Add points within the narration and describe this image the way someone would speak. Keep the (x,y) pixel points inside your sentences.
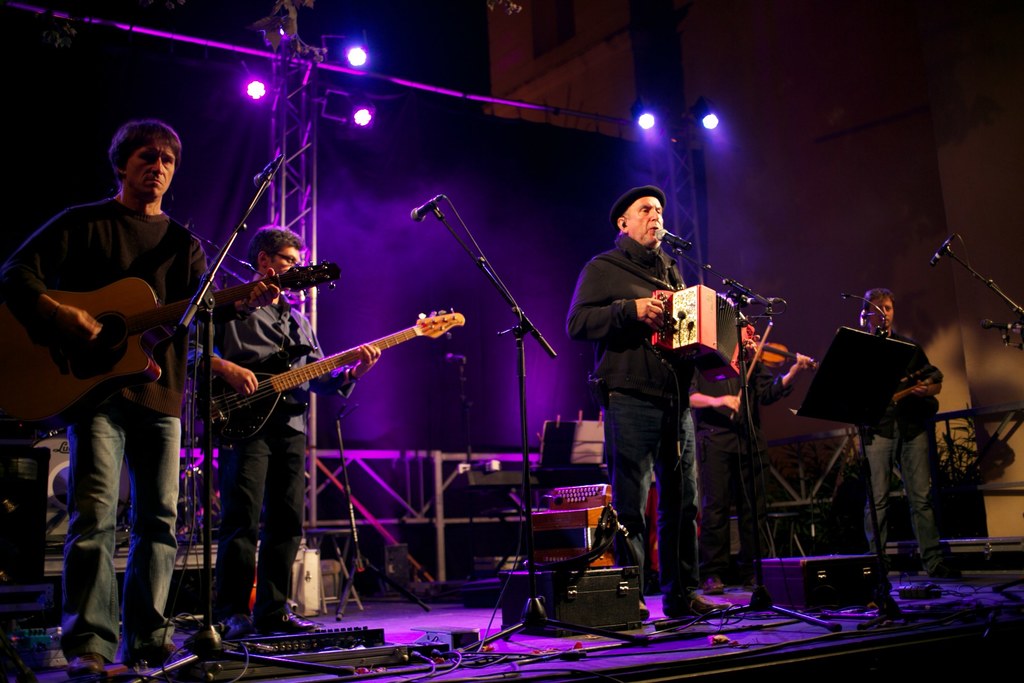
As we can see in the image there are few people (122,216) standing on stage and holding guitars (335,365) in their hands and in front of them there are mics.
